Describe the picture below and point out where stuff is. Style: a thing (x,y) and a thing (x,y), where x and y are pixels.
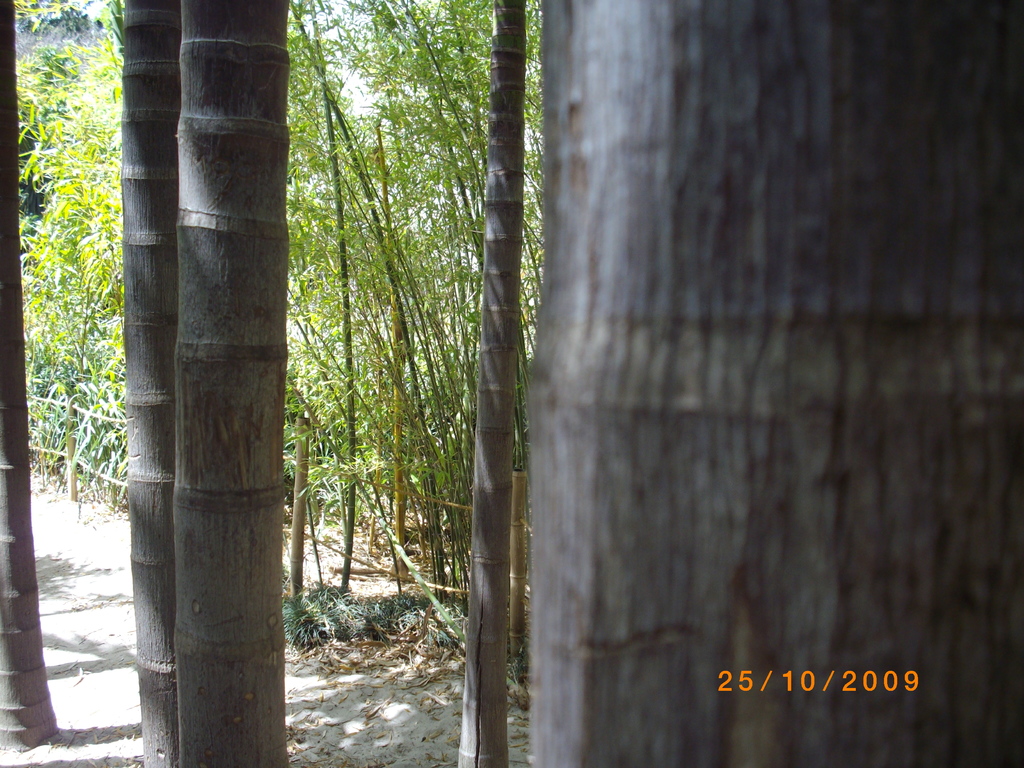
This image consists of trees (566,422) and plants (403,389). At the bottom (373,674), there is sand (403,745) on the ground (374,746).
